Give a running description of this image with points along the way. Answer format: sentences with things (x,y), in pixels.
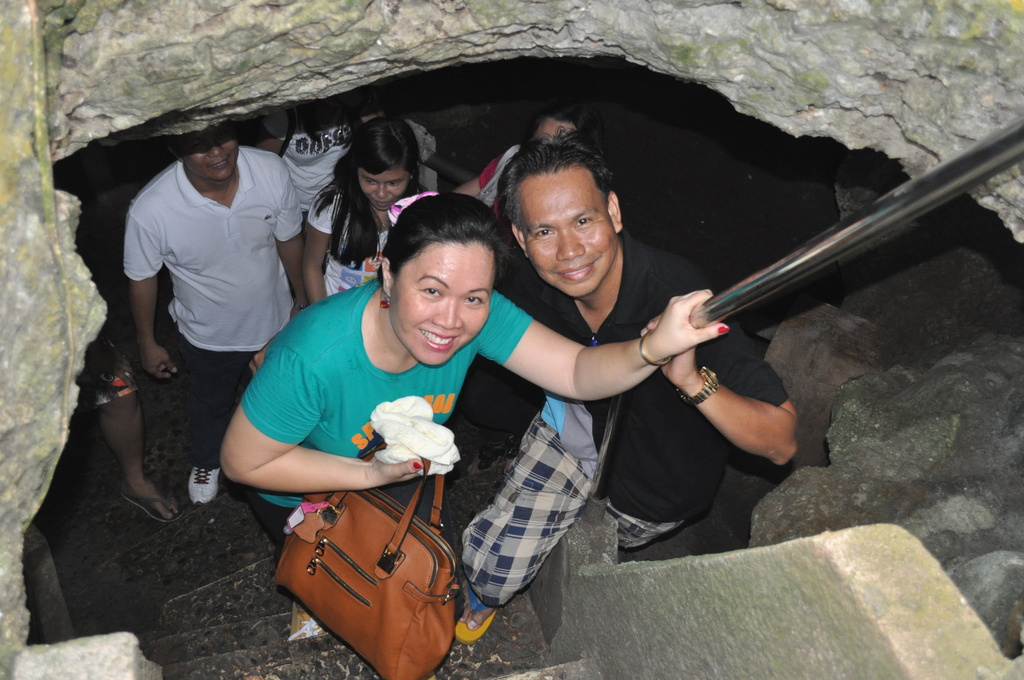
In this image I can see number of people (413,141) are standing, I can also smile on few faces (231,153). Here I can see she is holding a brown color of hand bag (373,529).
